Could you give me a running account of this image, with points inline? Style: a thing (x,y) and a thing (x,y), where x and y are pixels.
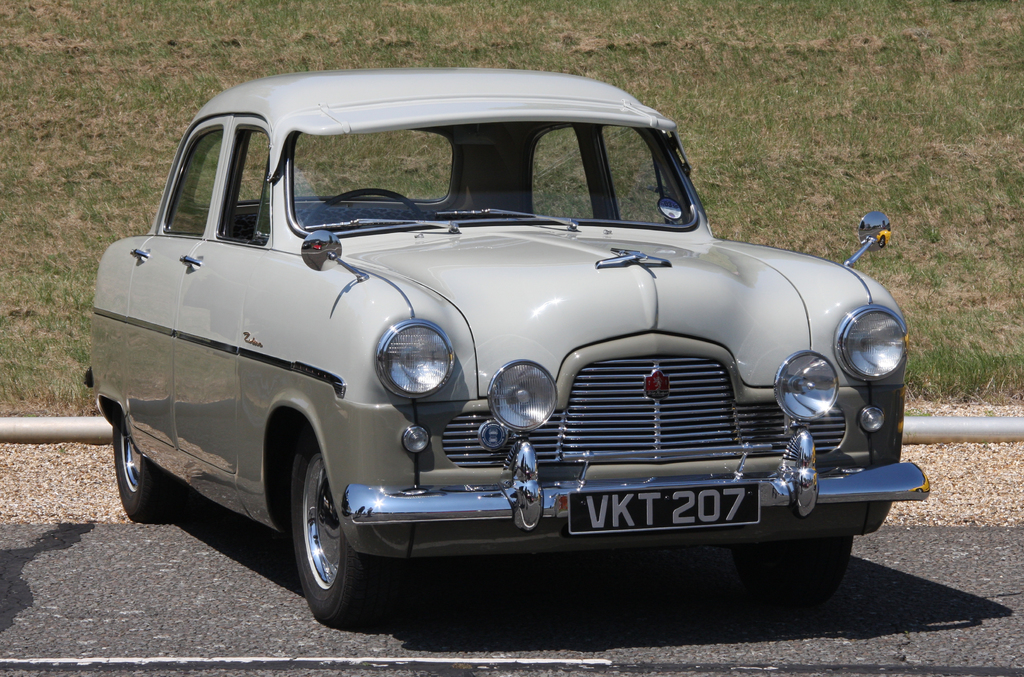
In this picture we can see a car (463,521) on the road (280,582), pipe (966,432) and in the background (148,75) we can see grass (313,44).
